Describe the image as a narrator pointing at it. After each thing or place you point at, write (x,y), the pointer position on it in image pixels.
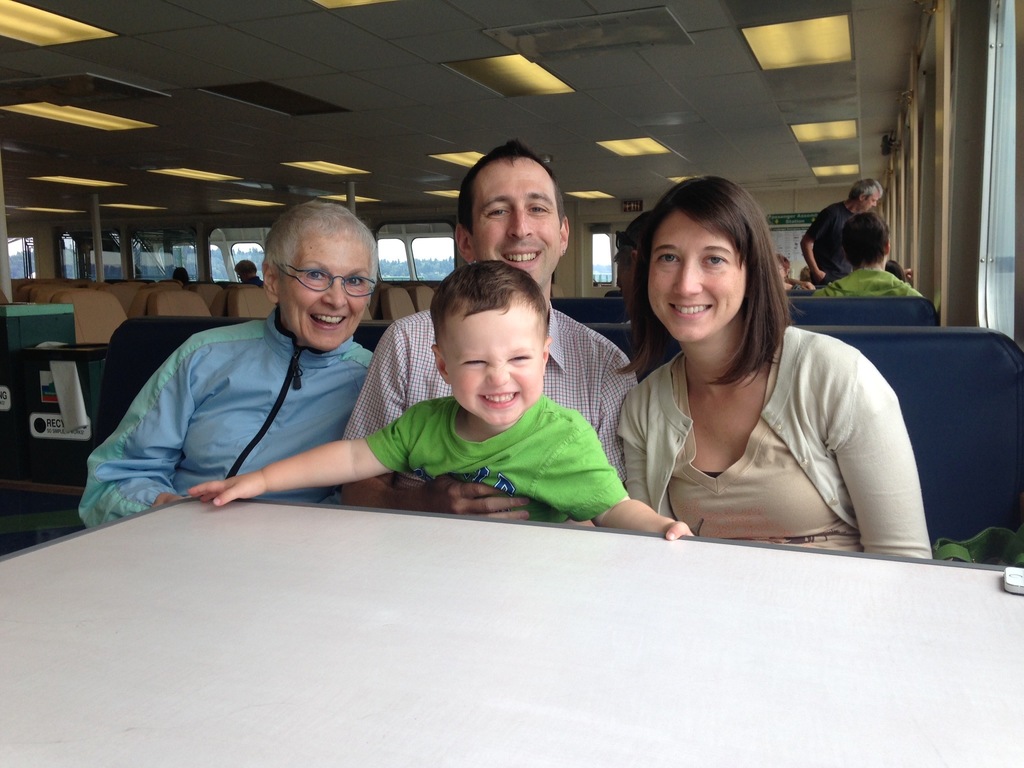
In this picture we can see four persons (455,332) in focus and they are smiling and in front of them there is a empty table (614,587) and in background (71,274) we can see windows (143,254), some more persons (178,273), chairs (160,291).
